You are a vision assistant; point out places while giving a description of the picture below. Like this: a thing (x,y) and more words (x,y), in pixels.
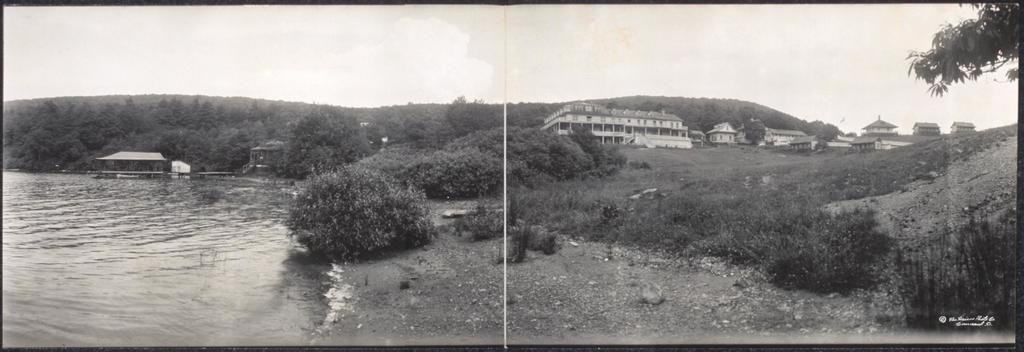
This is a black and white picture, there are some buildings (658,123), trees (395,123), water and plants (494,214), In the background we can see the sky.
